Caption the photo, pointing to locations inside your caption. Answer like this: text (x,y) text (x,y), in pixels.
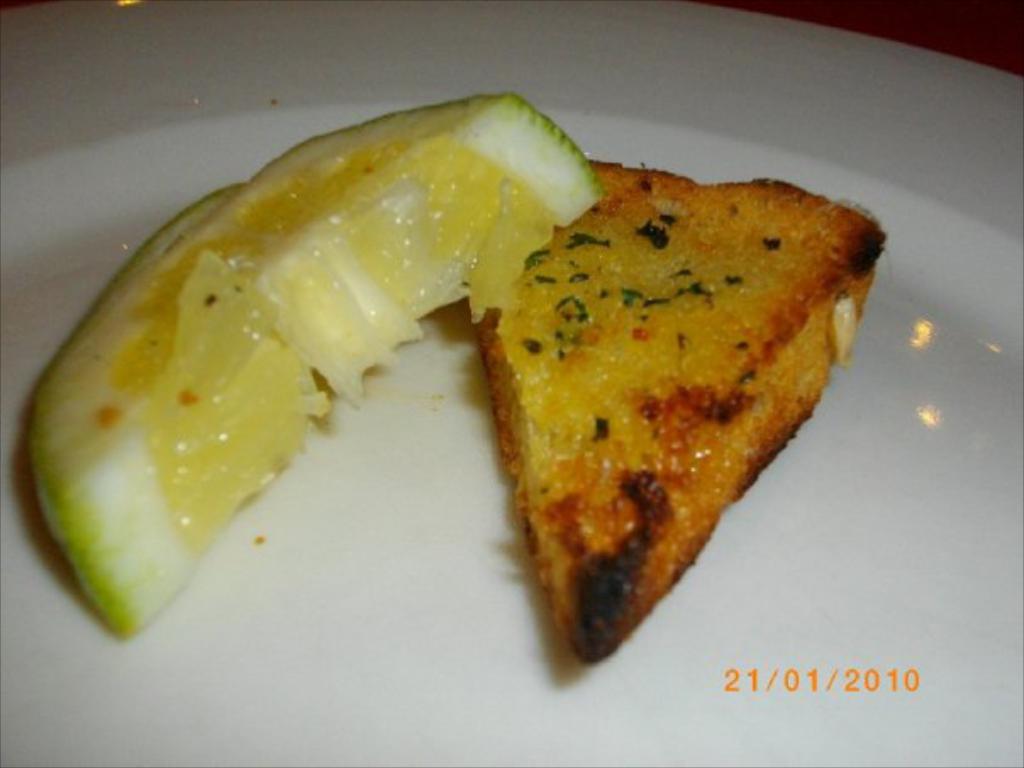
It is a lemon piece (441,159) in the left side (71,402) and in the right side (768,218) it is a bread piece (701,358) in a white color plate (412,530).
